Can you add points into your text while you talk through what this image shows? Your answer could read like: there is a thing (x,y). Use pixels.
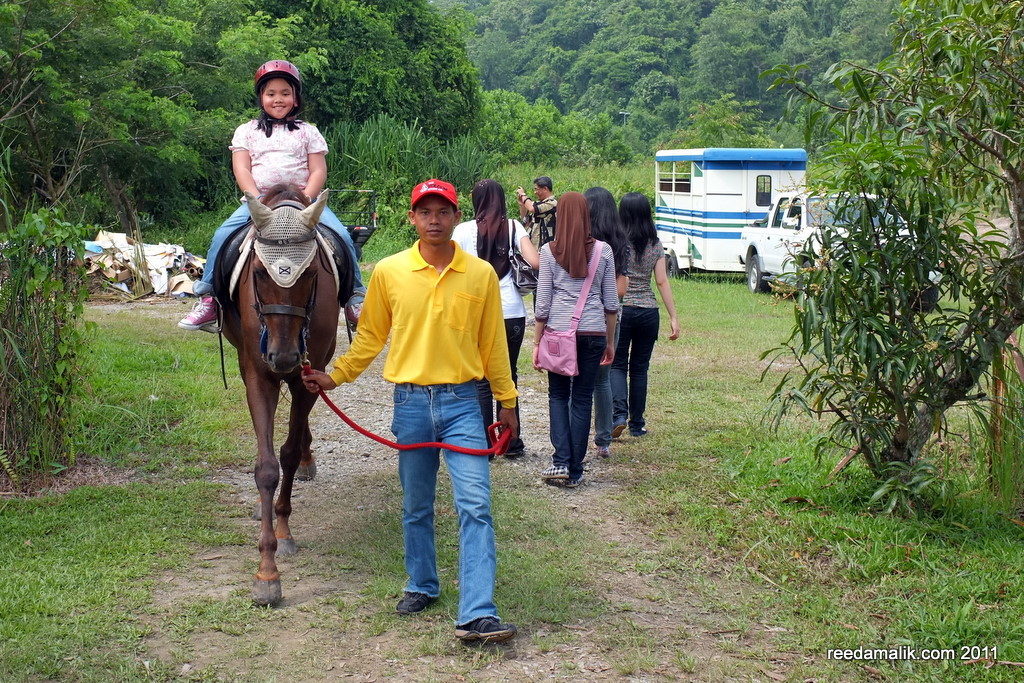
there are many people (396,344) in which a girl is sitting on the horse (329,294) a person (415,357) is Catching the horse (315,258).
